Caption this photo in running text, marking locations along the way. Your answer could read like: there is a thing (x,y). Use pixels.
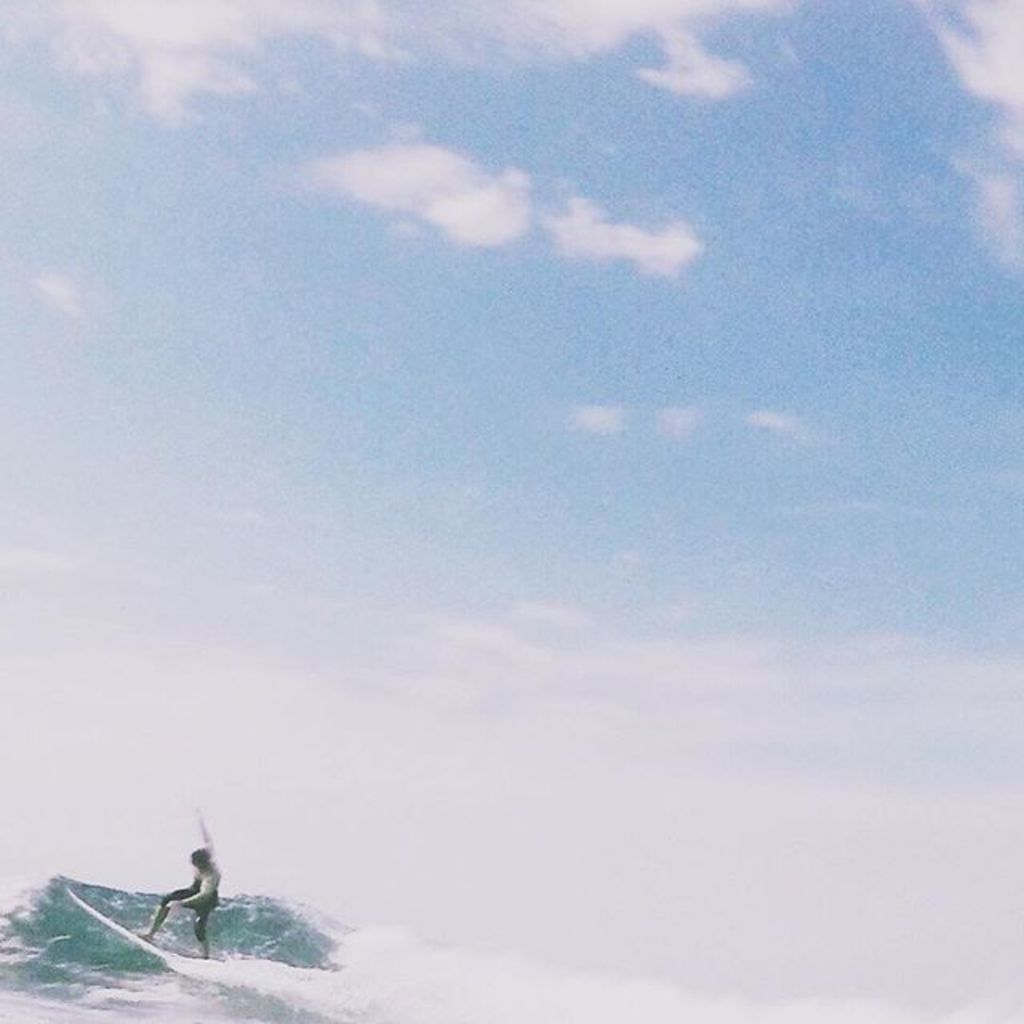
In this picture there is a boy (206,861) doing a surfing board (164,953) in the sea water (361,953). On the top (533,207) there is a sky (32,558) and clouds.
